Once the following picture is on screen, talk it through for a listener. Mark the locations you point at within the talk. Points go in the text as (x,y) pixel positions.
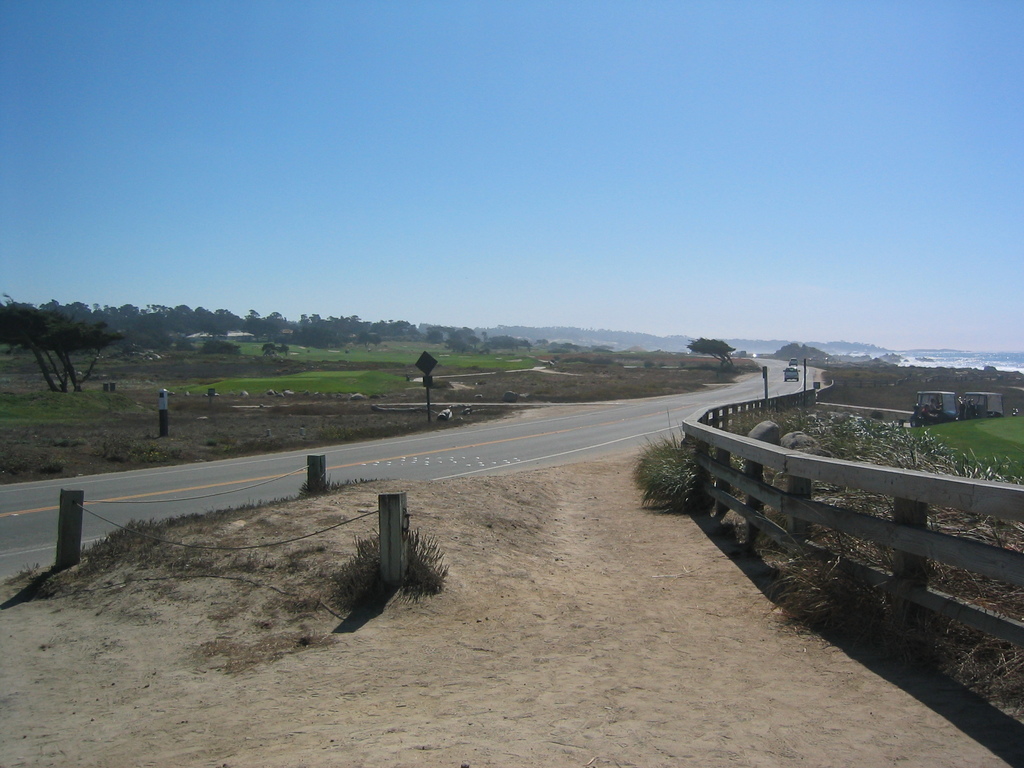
In this image we can see motor vehicles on the road (641,405), sign boards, barrier poles (389,522), shrubs (897,461), bushes (867,506), grass (828,449), trees (385,337), water (1004,360), rocks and sky (393,131).
